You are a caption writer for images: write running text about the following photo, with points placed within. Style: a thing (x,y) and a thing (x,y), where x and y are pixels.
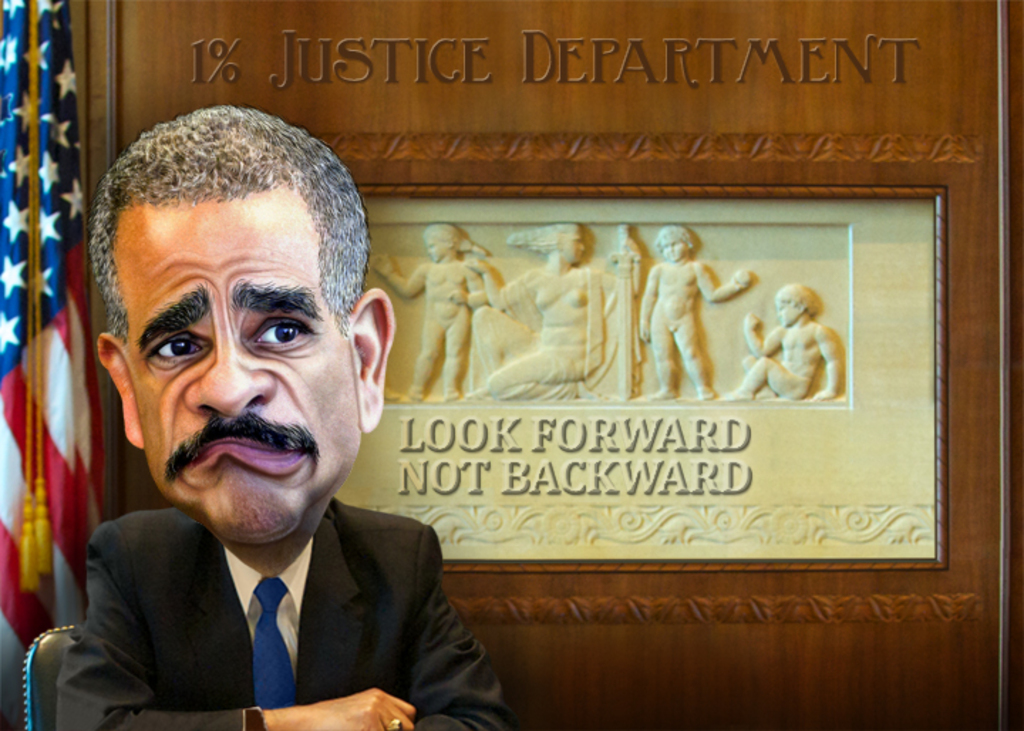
This looks like an animated image. There is a person (251,562) at the bottom (238,609). There is a flag (54,128) on the left side (79,388). There is a board (548,269) behind him. On that ''Look forward not backward and 1% justice department is written''.
